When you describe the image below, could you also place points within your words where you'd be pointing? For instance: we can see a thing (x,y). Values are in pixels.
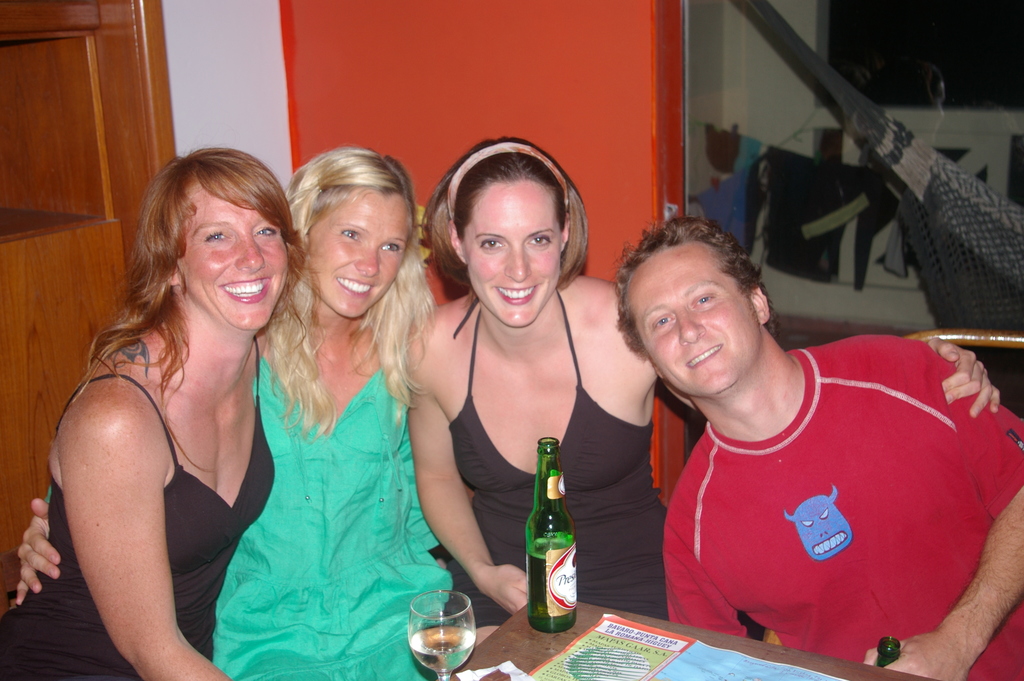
In this image, there are three women's (358,168) and a man (815,564) sitting on the chair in front of the table (558,635), on which bottle (568,574), glass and a paper (597,646) is kept. In the background (573,70) there is wall (463,51) which is orange in color and a window (804,118) is there. In the left side of the image (152,117), there is a cupboard (84,204). This image is taken inside a house (570,78).
